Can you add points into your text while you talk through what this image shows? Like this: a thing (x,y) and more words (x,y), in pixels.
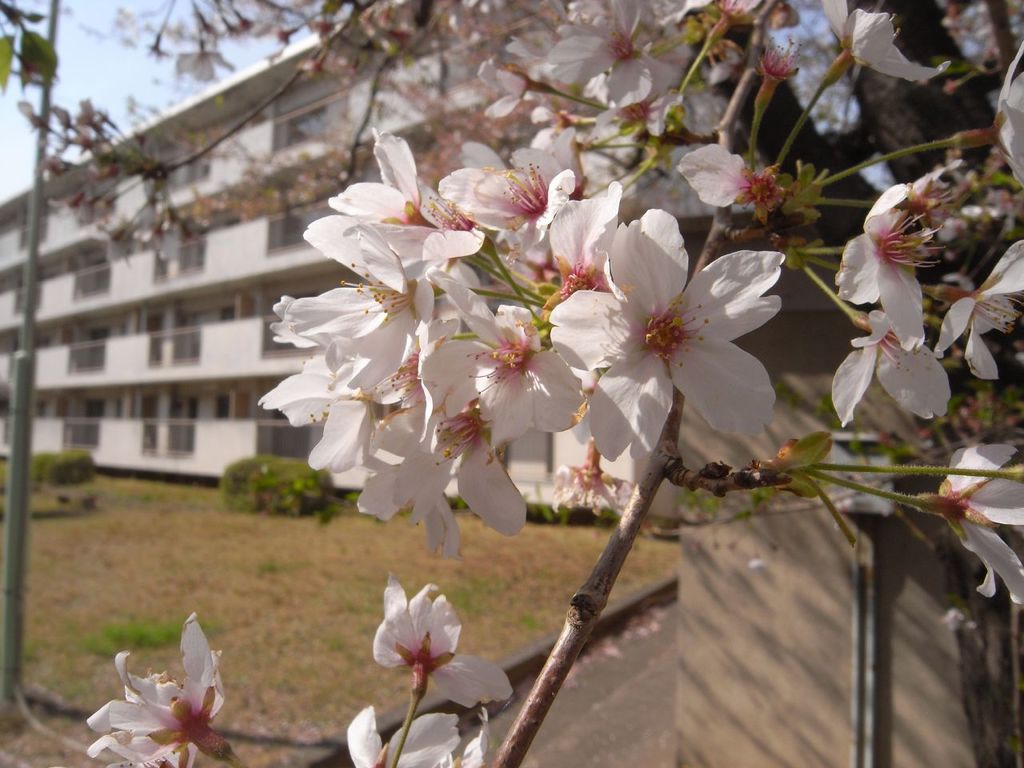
Here we can see flowers (541,252) and branches (915,23). Background (90,12) there is a building (223,310), pole (12,475), plants (80,462), wall (763,530) and sky (83,85).
